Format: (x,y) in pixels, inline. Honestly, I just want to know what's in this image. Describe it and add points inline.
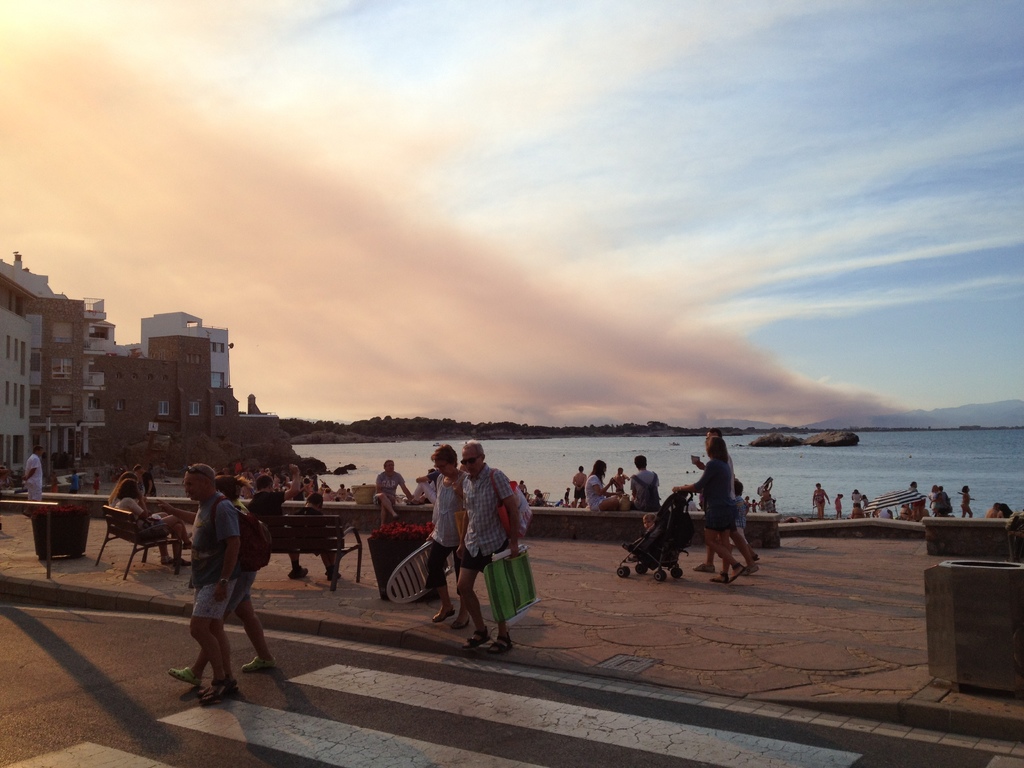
In this image, we can see people (465,550) and some are sitting on the benches (123,521) and some are holding objects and we can see a kid (637,541) in the trolley (661,540). In the background (54,376), there are buildings (251,396) and trees (786,431) and we can see some objects (944,580) and there is water (837,464). At the top (343,170), there are clouds (484,198) in the sky (545,280) and at the bottom (372,678), there is a road (322,715).
